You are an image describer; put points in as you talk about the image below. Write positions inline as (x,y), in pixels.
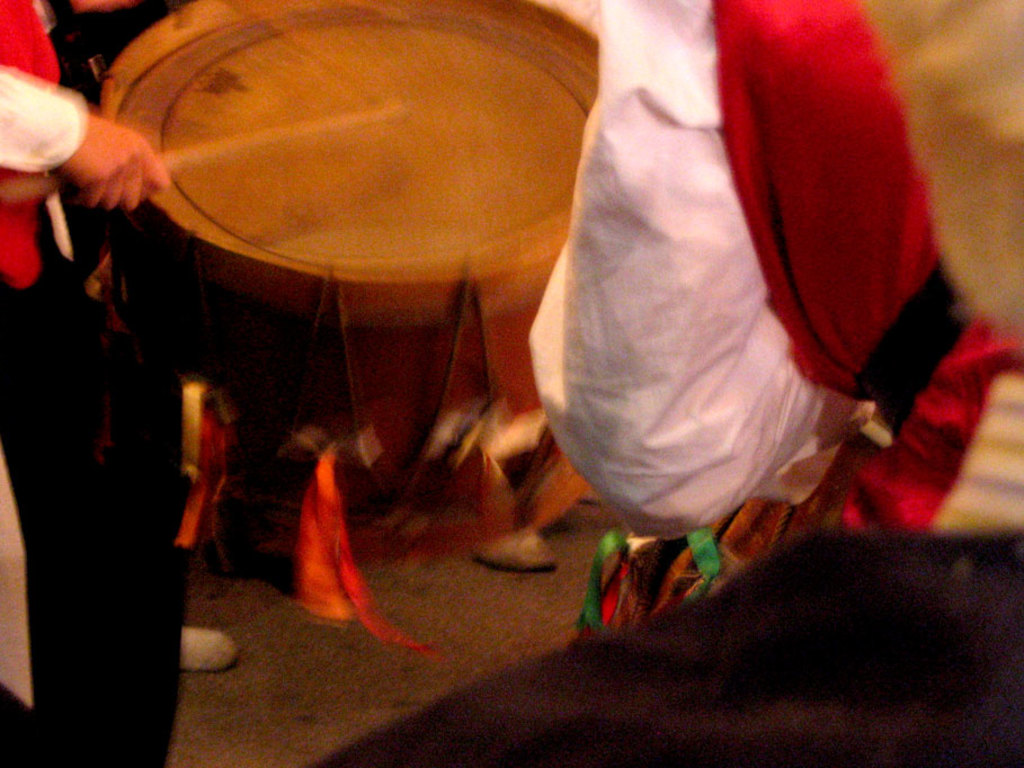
In this picture we can observe a person (79,306) playing a drum (373,298), holding a stick (199,149) in his hand (110,165). On the right side (684,331) we can observe a person (705,344) standing. The background is blurred.
